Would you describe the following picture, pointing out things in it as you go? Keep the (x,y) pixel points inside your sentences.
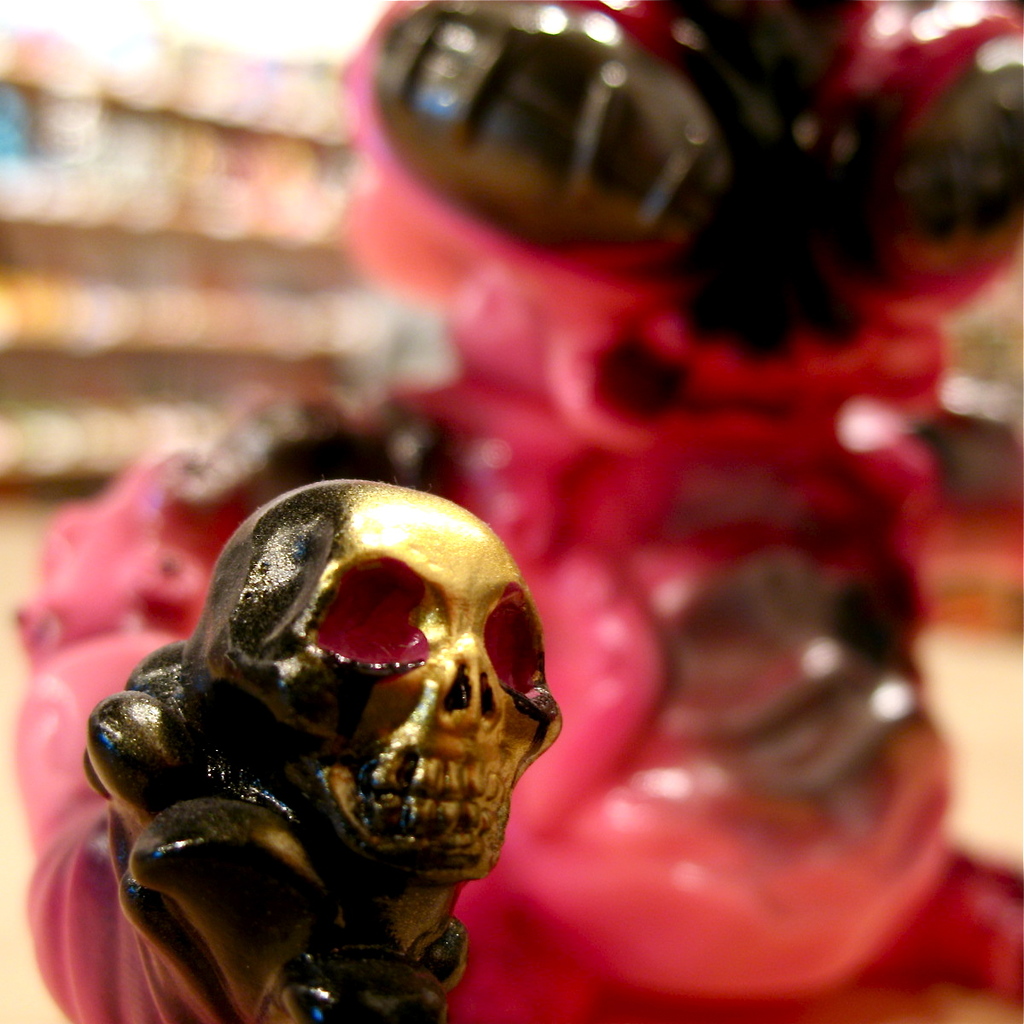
As we can see in the image in the front (480,431) there are toys (619,333) and the background (237,81) is blurred.
